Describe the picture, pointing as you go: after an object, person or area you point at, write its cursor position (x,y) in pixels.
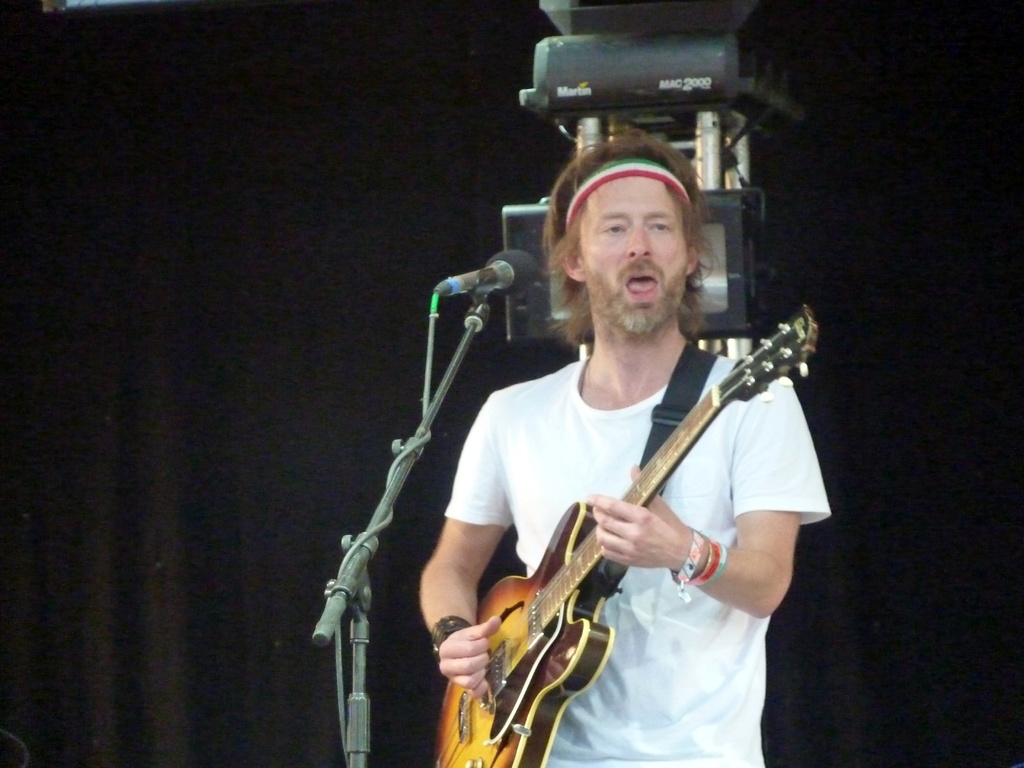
This picture we can see a man (732,517) wearing white t-shirt (681,660) is standing and playing the guitar (517,673) and singing in the microphone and stand (356,575) beside him, Behind we can see the electronic device (626,66) and black curtain (159,576).
